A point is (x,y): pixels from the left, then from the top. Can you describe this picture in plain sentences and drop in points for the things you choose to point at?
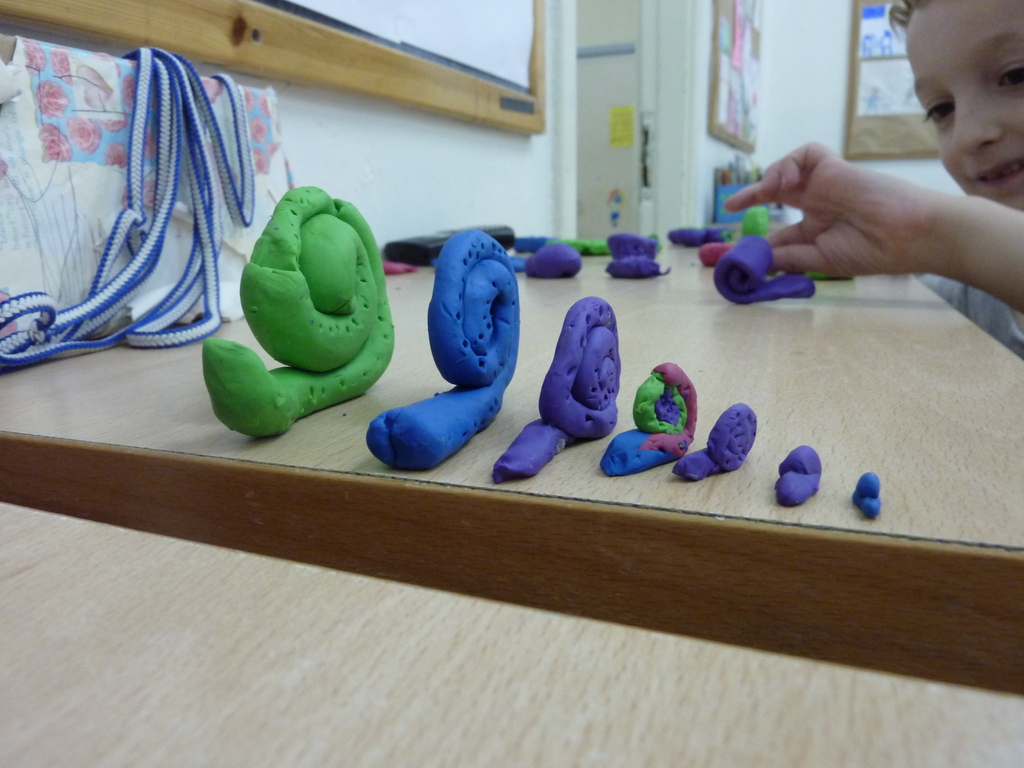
In this image, we can see some clay objects (281,272) on the wooden surface (529,570). We can see a person (983,232). We can see the wall (544,165) with a board (908,151) and some posters (741,18). We can also see an object (236,108) on the left (218,106).
